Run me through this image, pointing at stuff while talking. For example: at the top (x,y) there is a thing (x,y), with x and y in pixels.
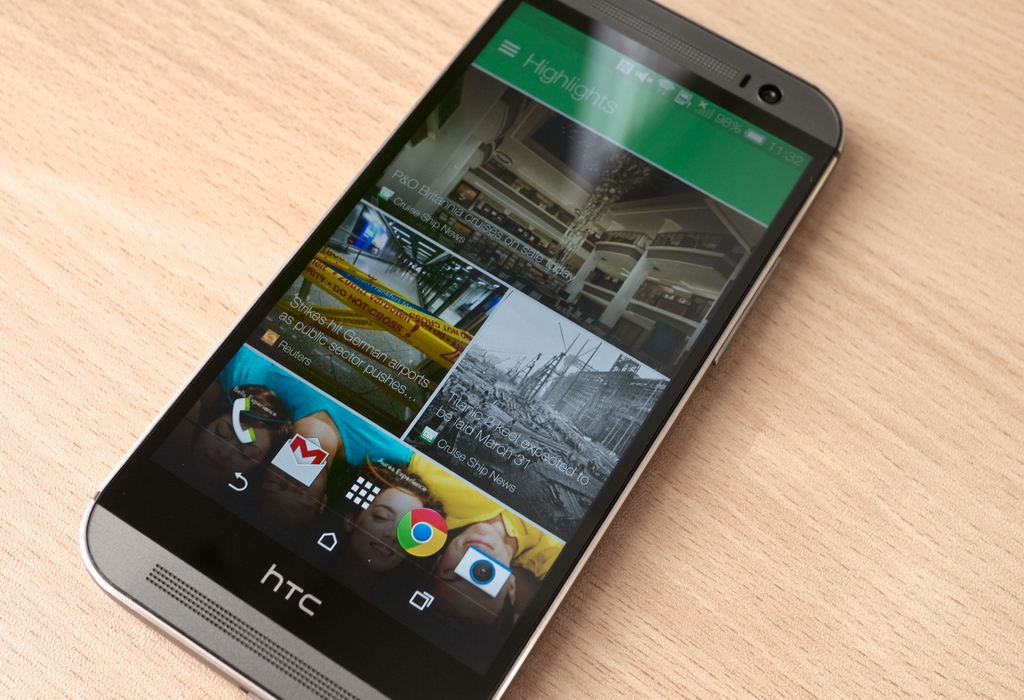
In the picture we can see a mobile phone (246,538) on the wooden plank (907,417) with a brand name HTC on it with some options (510,101) on the screen (745,217).
